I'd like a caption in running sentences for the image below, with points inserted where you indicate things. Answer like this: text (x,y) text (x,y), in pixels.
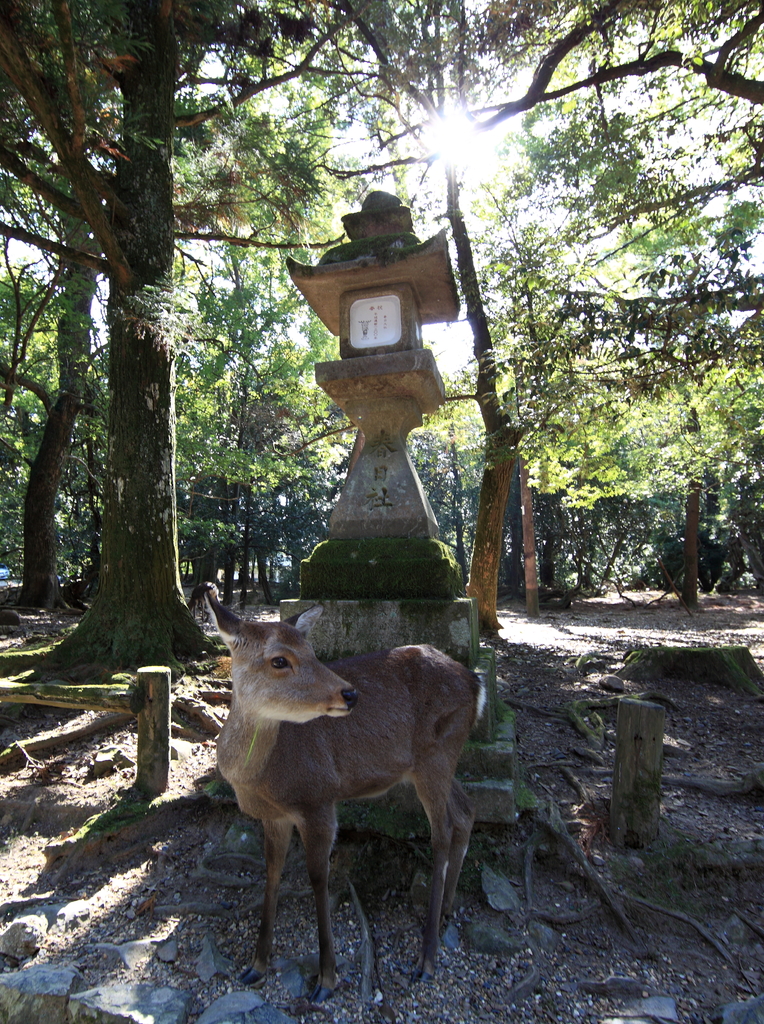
Here we can see a deer (438,837) on the ground (187,820). In the background (275,489) there are trees (115,656), a small tower like structure (440,284) constructed on the ground (694,979) and small wooden poles (56,699) and sky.
